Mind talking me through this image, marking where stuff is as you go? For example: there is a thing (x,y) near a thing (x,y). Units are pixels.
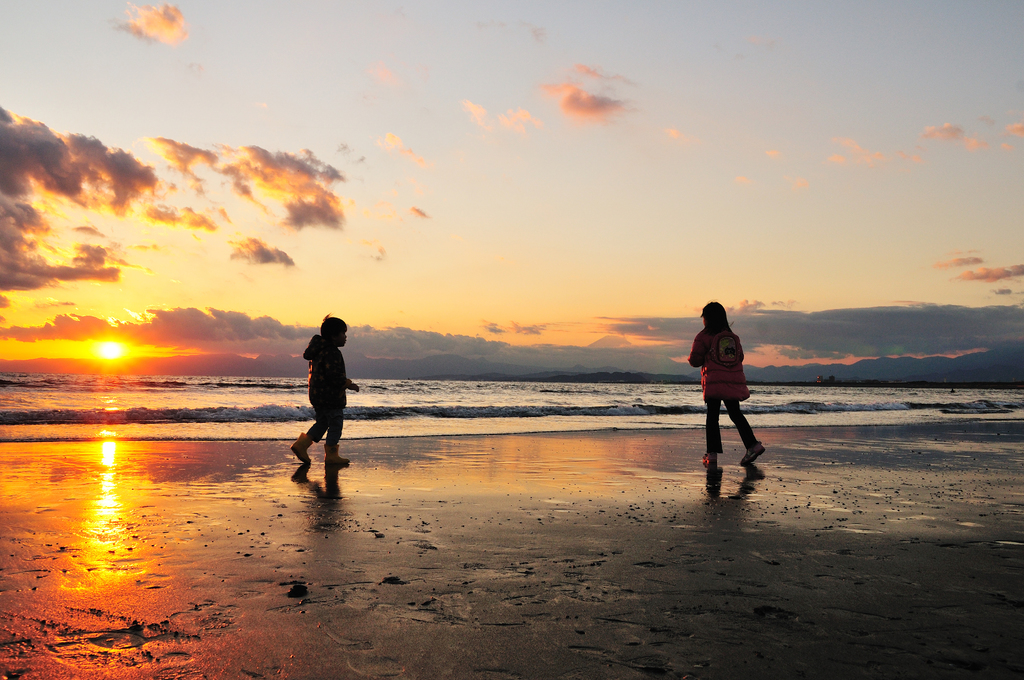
In this image we can see two children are standing, in front there is the water (495,391), there is a sun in the sky (362,221).
